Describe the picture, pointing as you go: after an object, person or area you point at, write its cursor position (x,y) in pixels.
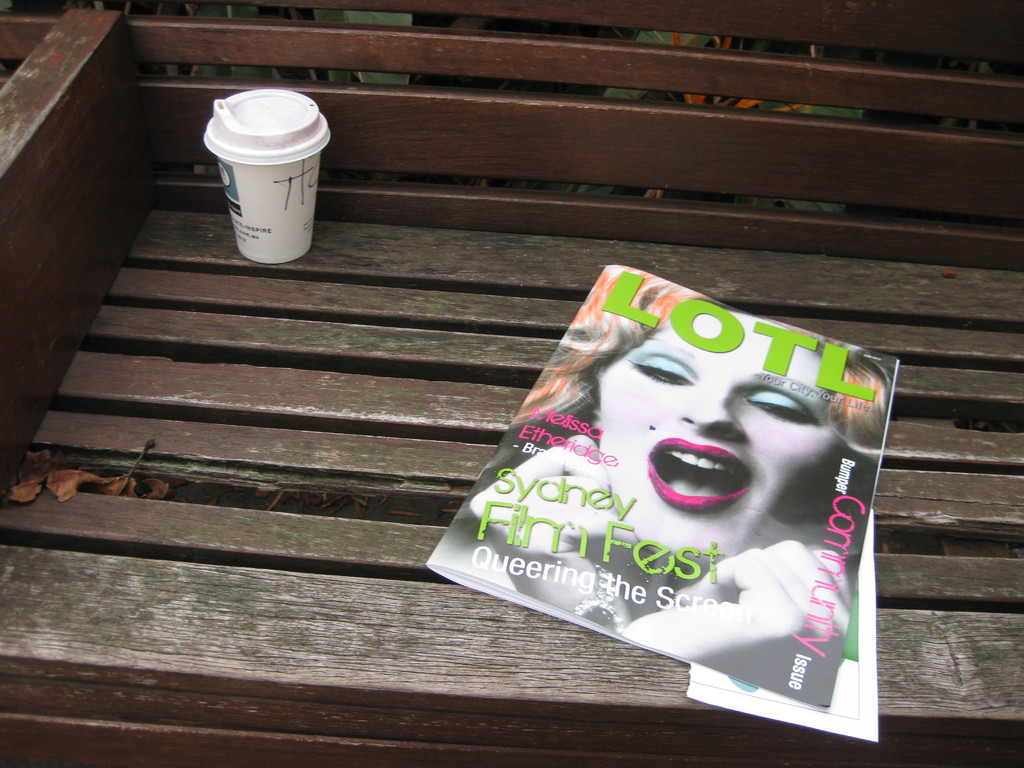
In this picture there is a magazine (742,559), paper (806,713), cup (294,196) on the bench (107,358). Bench (530,166) is brown in color.
